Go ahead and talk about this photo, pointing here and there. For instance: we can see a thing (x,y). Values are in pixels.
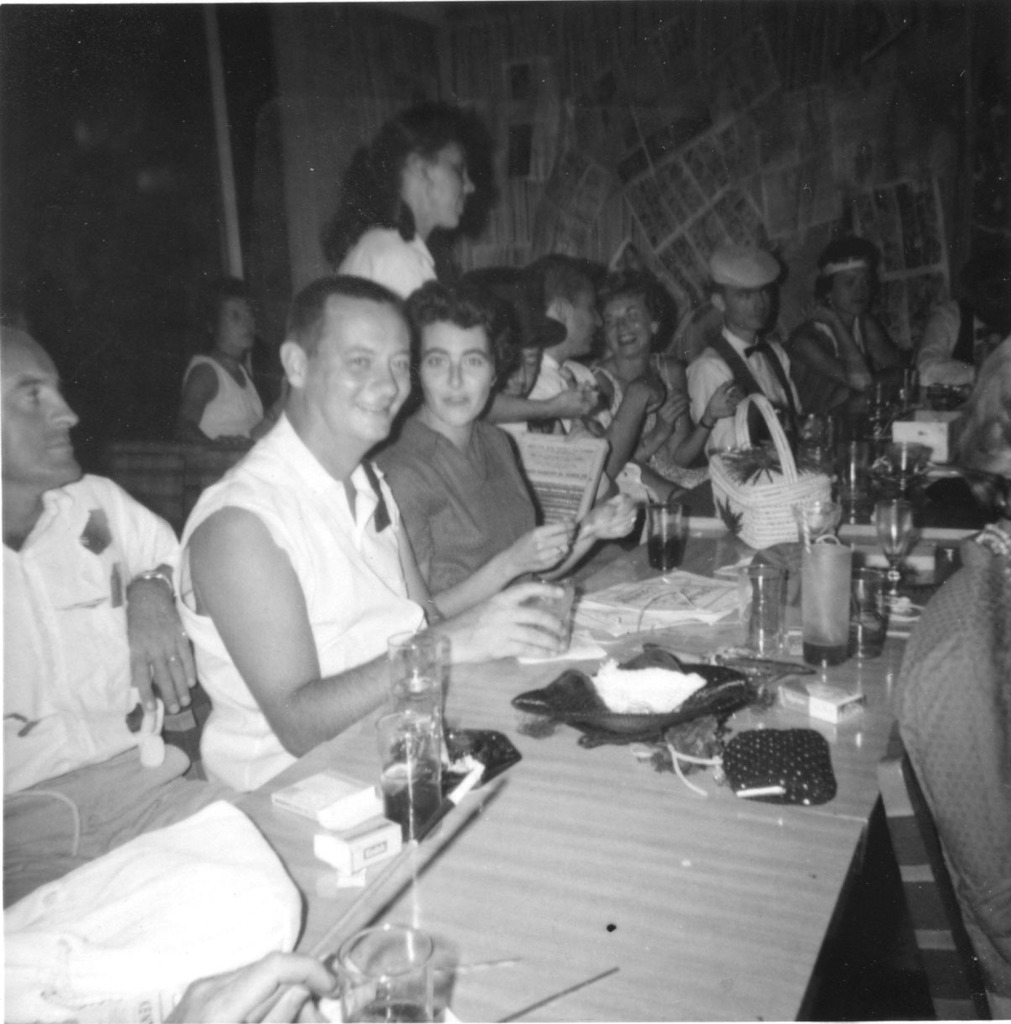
In this image we can see a few people (476,536), some of them are sitting on the chairs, there is a table (638,753), on that there are glasses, bottles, boxes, and some other objects (472,773), also we can see the wall (501,128), the picture is taken in black and white mode.
